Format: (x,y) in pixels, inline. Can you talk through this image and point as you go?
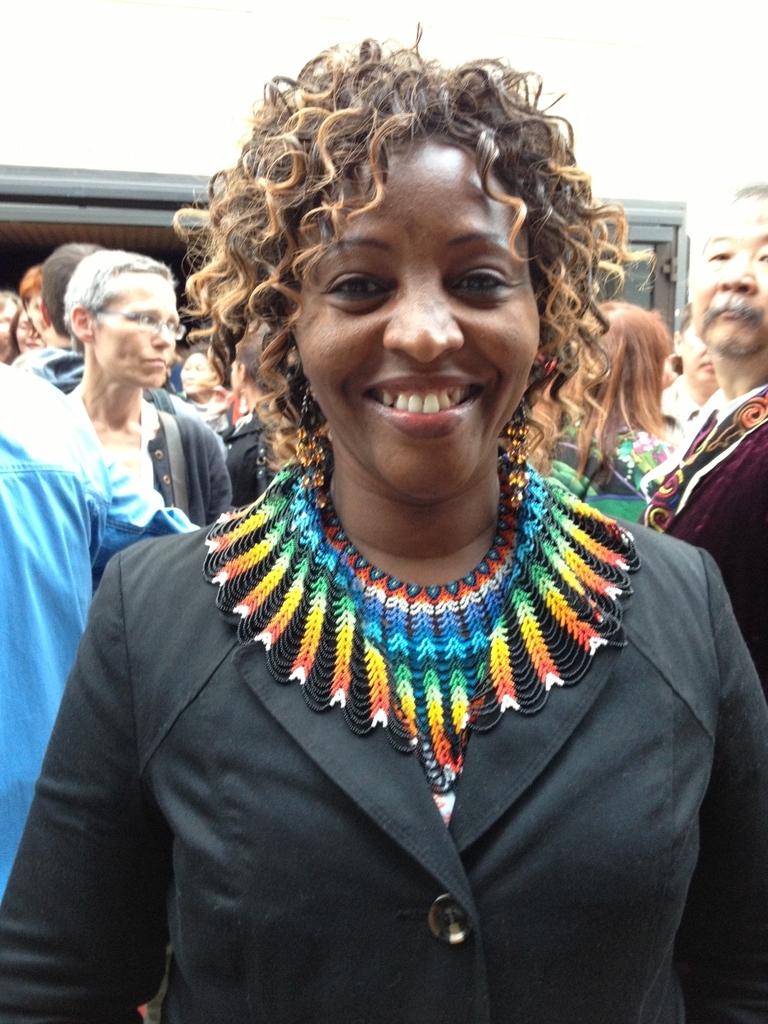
In the foreground of this image (423,598), there is a woman (417,751) in black coat (520,785) having smile (427,420) on her face (444,412). In the background (656,413), there are persons (148,414) and a wall (132,99).
